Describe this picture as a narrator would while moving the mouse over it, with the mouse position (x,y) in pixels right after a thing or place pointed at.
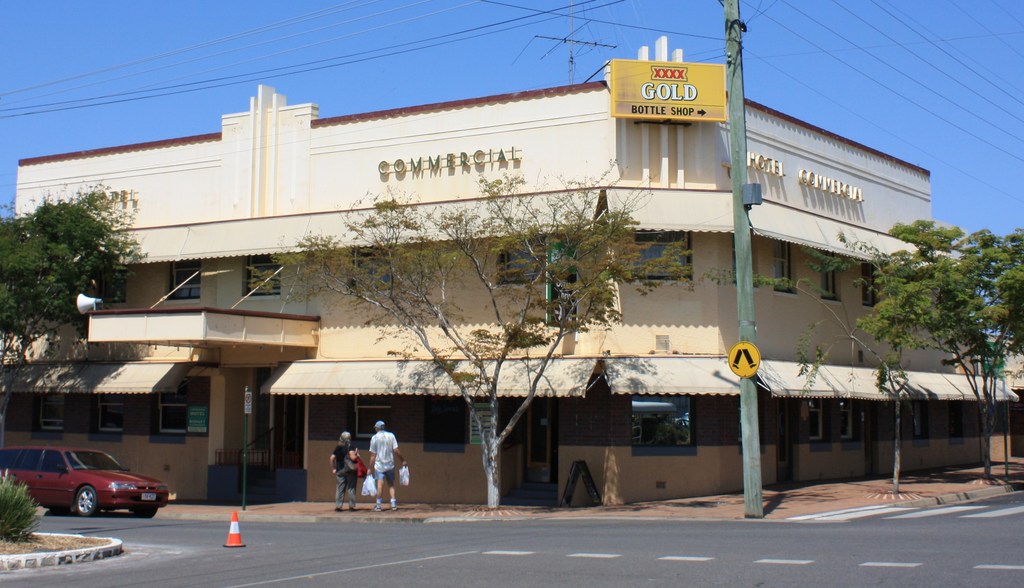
There is a car (10,467) on the road (214,528). Here we can see a traffic cone (235,517), plant (33,500), pole (753,498), trees (2,223), building (546,456), boards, and two persons (348,487). In the background (959,134) there is sky (921,62).
